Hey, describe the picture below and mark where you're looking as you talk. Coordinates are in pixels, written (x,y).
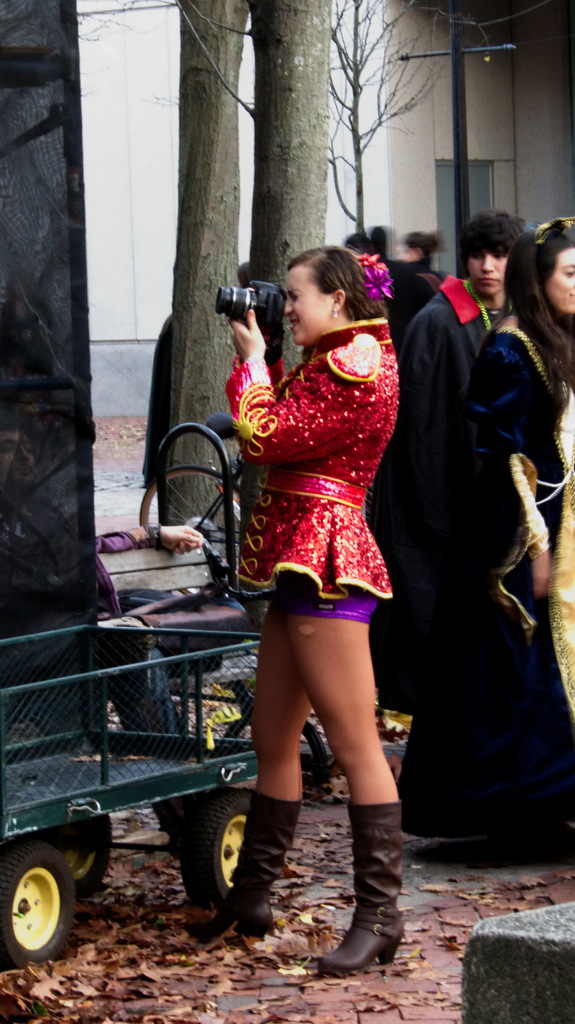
In this image i can see a woman (317,278) holding a camera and wearing a red color skirt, standing in front of the cart vehicle (84,792), on the right side (405,545) I can see there are few persons (445,653) standing on the floor (498,869), in the background (445,159) I can see trees (231,129) and the buildings (435,108) and poles (459,107) visible.
